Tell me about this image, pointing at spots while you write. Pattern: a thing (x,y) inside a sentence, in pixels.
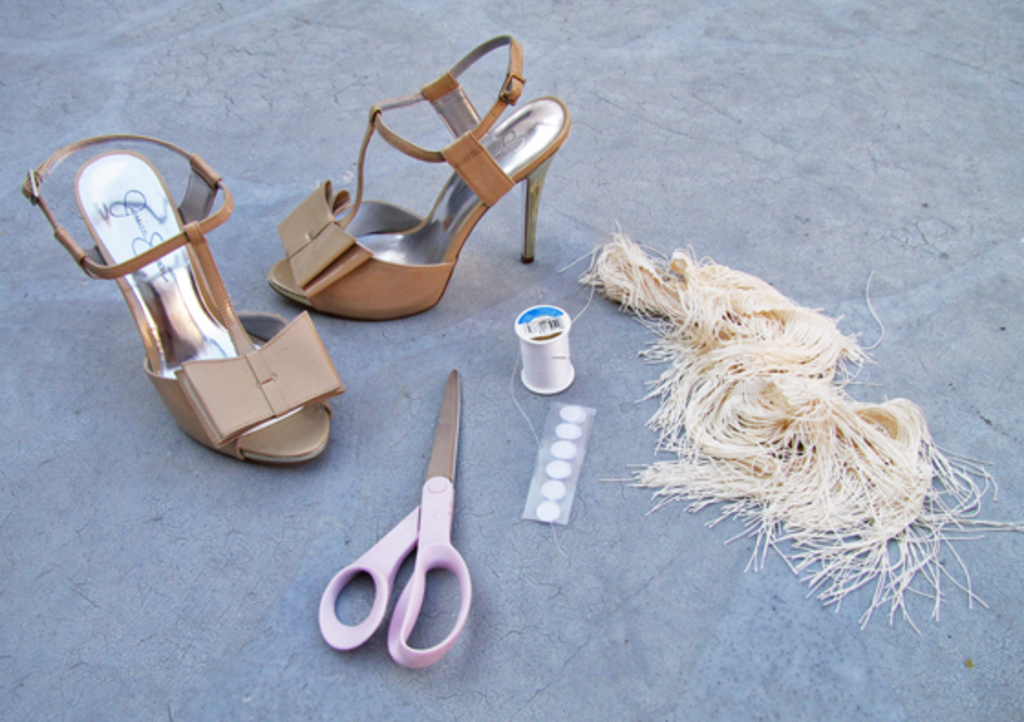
In this picture we can see a scissor (383,582), sandals (458,141), threads (654,388), some objects (566,455) and these all are placed on the floor (678,157).
